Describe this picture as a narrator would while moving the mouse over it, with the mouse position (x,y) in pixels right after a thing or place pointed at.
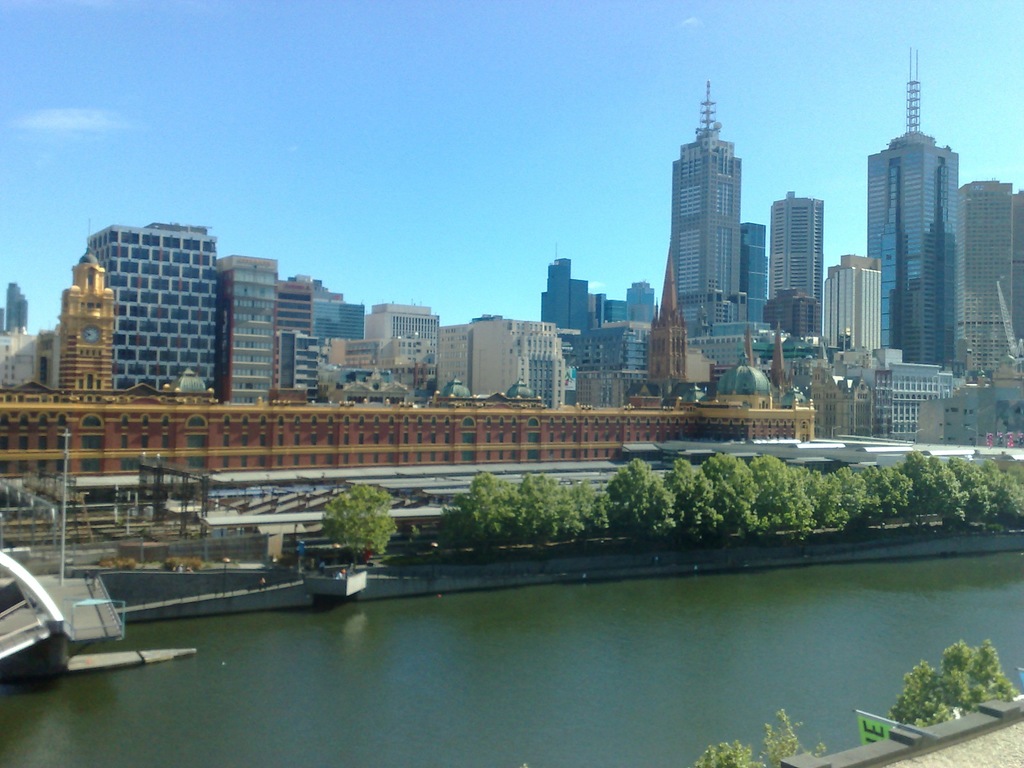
In the picture we can see water (506,666) on the either sides of the water (699,670) we can see trees (980,682) and on the other side we can also see railways station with tracks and sheds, behind it we can see buildings (123,249) with clock tower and tower buildings (760,258) and in the background (979,158) we can see sky (979,158).
